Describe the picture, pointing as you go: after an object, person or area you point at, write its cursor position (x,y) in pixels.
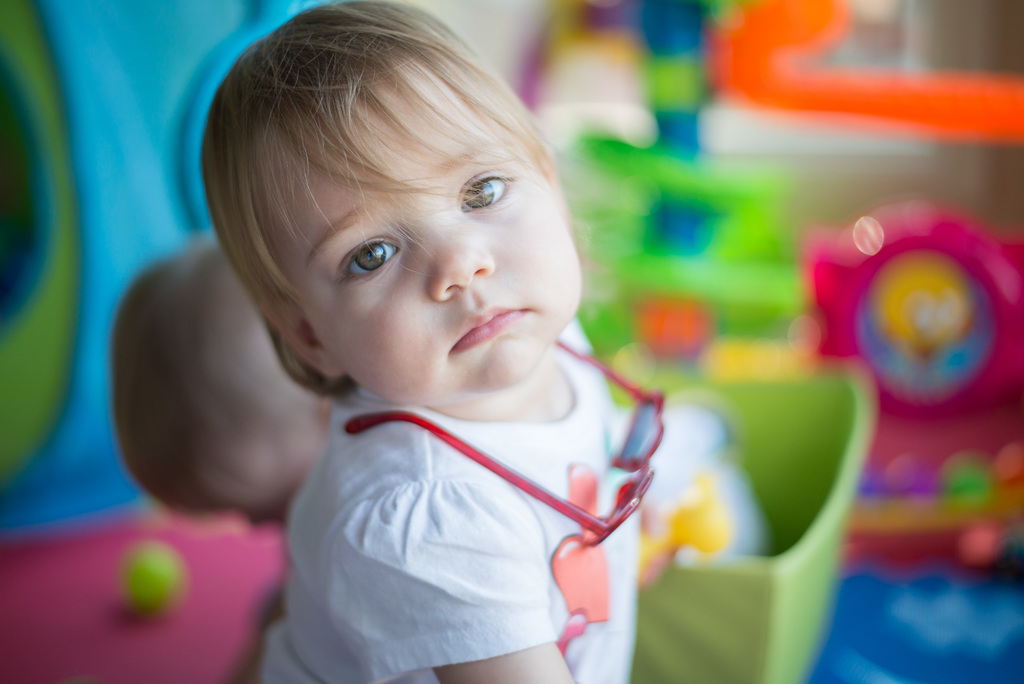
In this picture, there is a kid (505,572) wearing white top (475,566) and goggles (511,475). In the background (854,225) there are toys (769,353).
